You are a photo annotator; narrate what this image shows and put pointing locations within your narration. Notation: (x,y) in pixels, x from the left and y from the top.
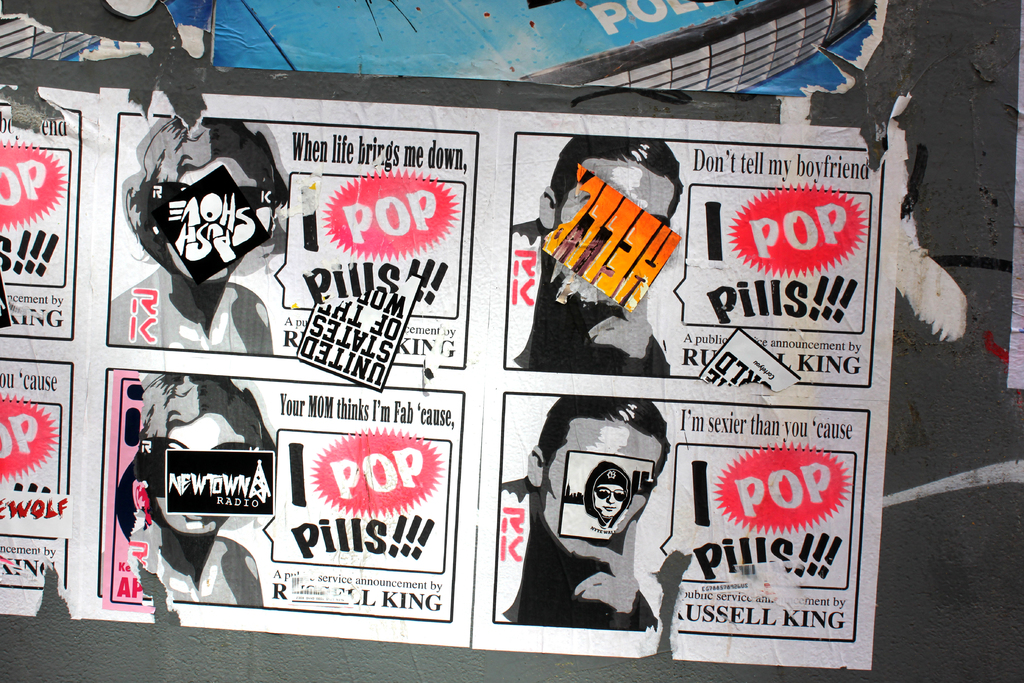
In this image we can see a poster (533,314) and we can also see some text (365,606) written on it.
